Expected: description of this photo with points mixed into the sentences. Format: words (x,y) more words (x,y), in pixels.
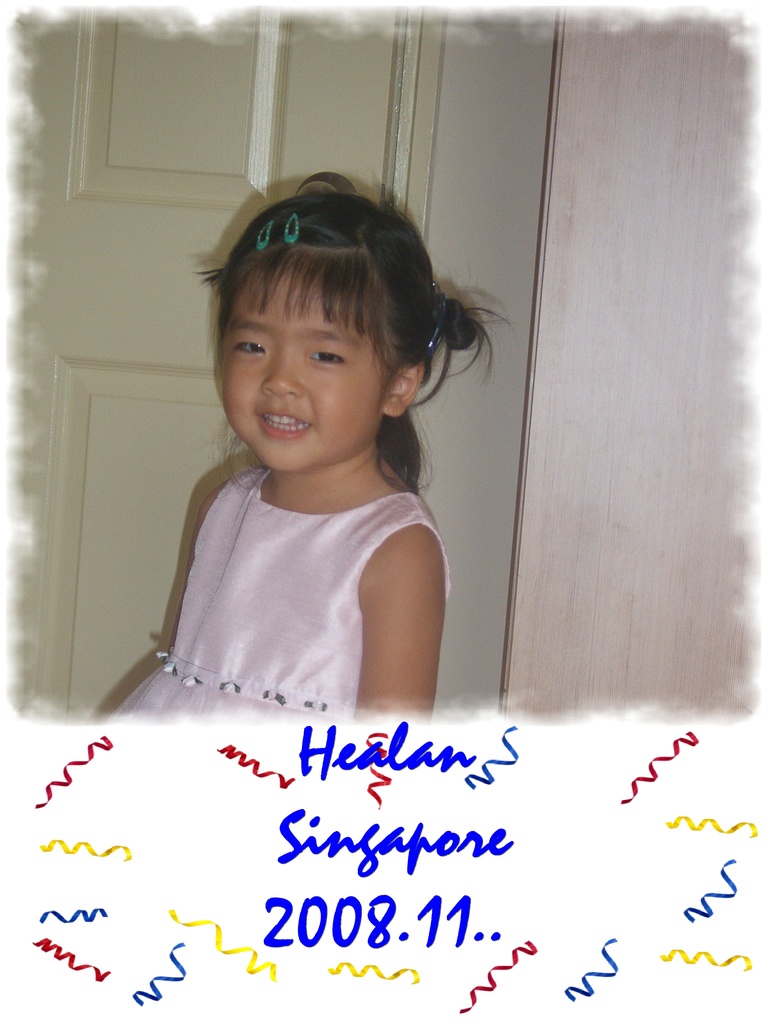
This is an edited image. At the top of the image (352,227) there is a girl (356,613). Behind the girl (307,532) there is a door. At the bottom of the image (351,938) there is text (378,928) and some other things (375,964).
